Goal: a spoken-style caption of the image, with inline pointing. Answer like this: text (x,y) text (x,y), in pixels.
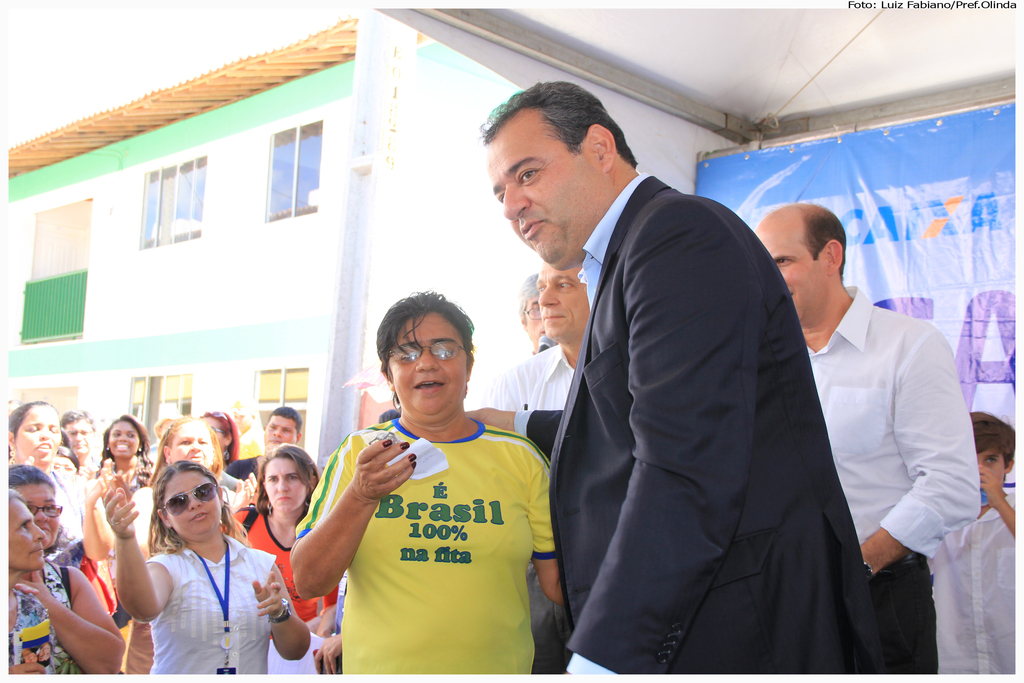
In this picture we can see a few people (828,386) from left to right. We can see some people (91,630) are holding objects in their hands (359,489). There is a banner (724,185) and some text (938,1) is visible in the top right (952,3). We can see a few windows (281,178), a railing (29,342) and other objects (397,130) on a building (149,274) in the background (27,326).
